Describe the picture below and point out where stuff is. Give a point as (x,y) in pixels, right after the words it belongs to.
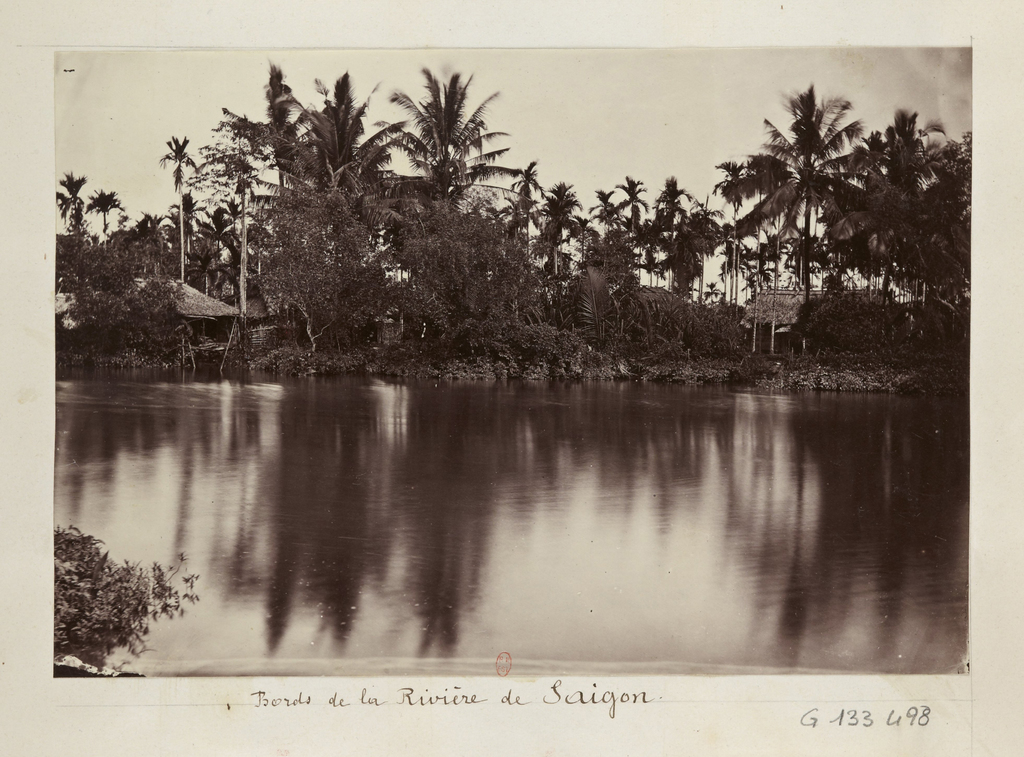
In this picture we can see one lake (539,587), beside the lake (504,435) we can see some houses (390,323) and trees (351,311).
